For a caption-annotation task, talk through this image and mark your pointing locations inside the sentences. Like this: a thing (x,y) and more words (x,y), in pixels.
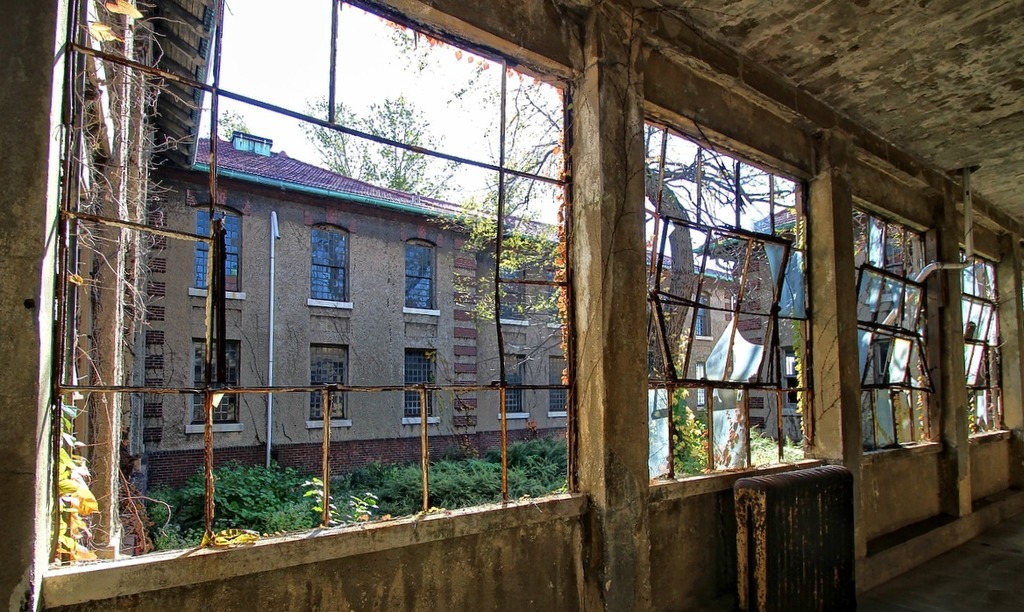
In this picture we can see few buildings (533,221), trees (489,221), plants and metal rods (569,340), and also we can see a pipe (272,290) on the wall (268,308).
